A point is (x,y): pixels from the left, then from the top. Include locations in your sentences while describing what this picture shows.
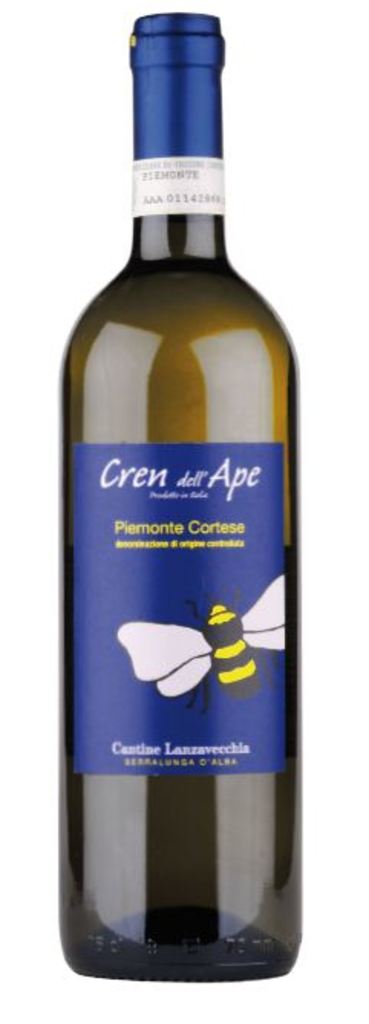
In this image i can see a glass bottle (176,557).
